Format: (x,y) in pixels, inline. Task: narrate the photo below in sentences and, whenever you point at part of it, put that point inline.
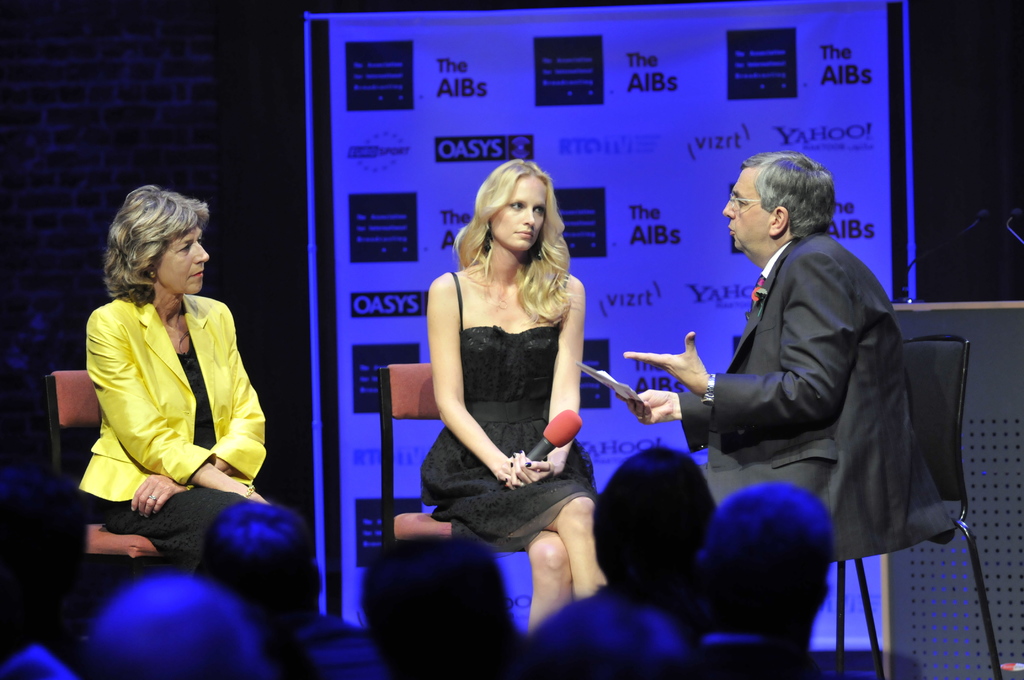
In this picture there is a man (879,286) sitting and talking and he is holding the paper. There is a woman (473,320) with black dress (449,462) is sitting and holding the microphone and there is a woman (156,233) with yellow jacket (121,367) is sitting. At the back (604,105) there is a hoarding (745,141) and there is text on the hoarding (804,145). In the foreground (236,572) there are group of people (69,565) sitting. At the back (11,448) there is wall (11,448). On the right side of the image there are microphones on the podium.
